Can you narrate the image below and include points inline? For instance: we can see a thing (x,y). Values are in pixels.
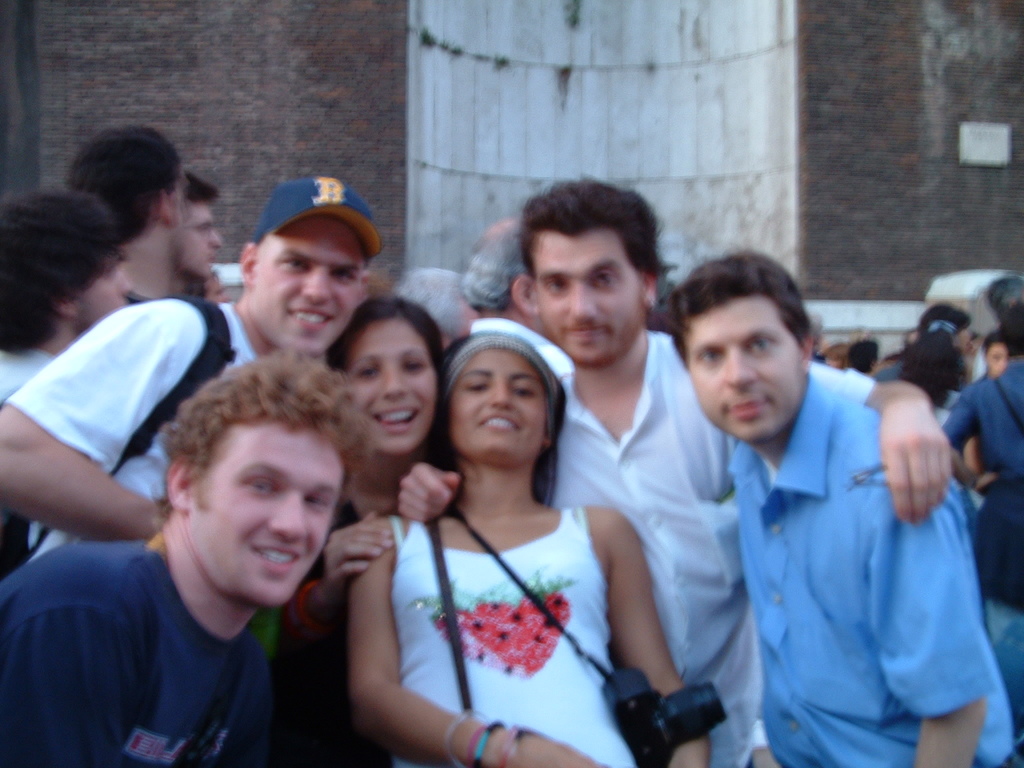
In this picture, we can see a few people (461,429), and a few are carrying some objects (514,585) like bags (435,559), camera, and in the background (673,142) we can see the wall (405,127).
